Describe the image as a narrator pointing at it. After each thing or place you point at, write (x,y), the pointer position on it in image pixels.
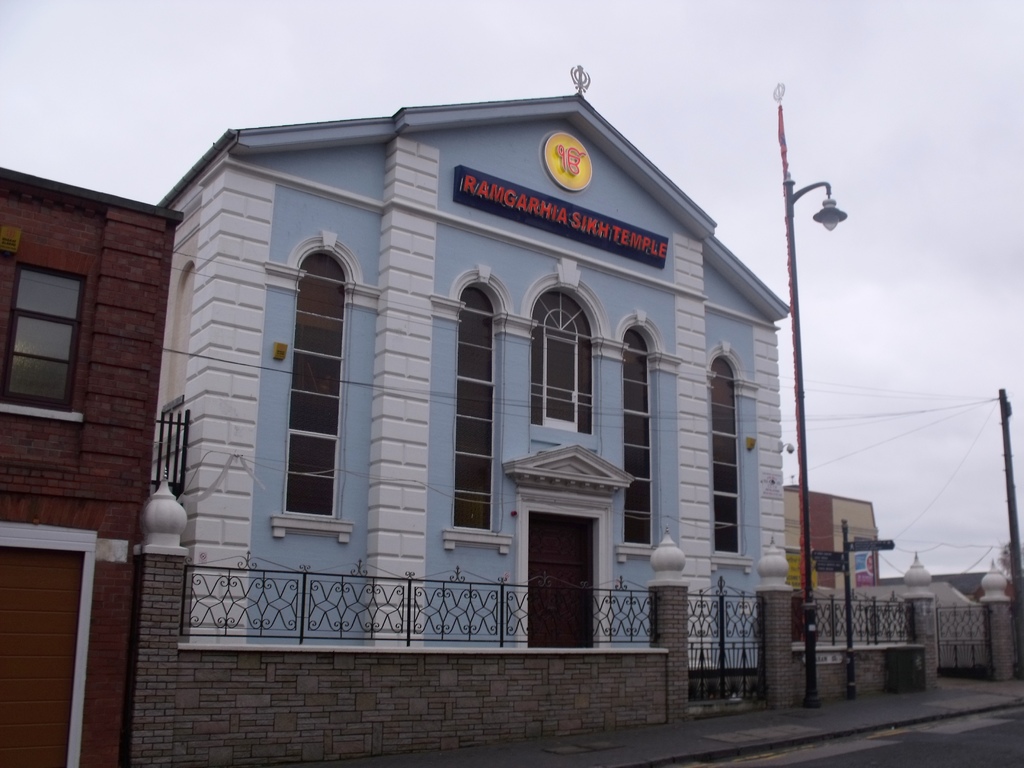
In this picture we can see the white and blue color house (620,425) with glass windows (626,397). In the front (404,628) bottom side there is a gate (738,625), grill railing (825,626) and lamp post (824,217). On the top (272,111) there is a sky (152,127).
